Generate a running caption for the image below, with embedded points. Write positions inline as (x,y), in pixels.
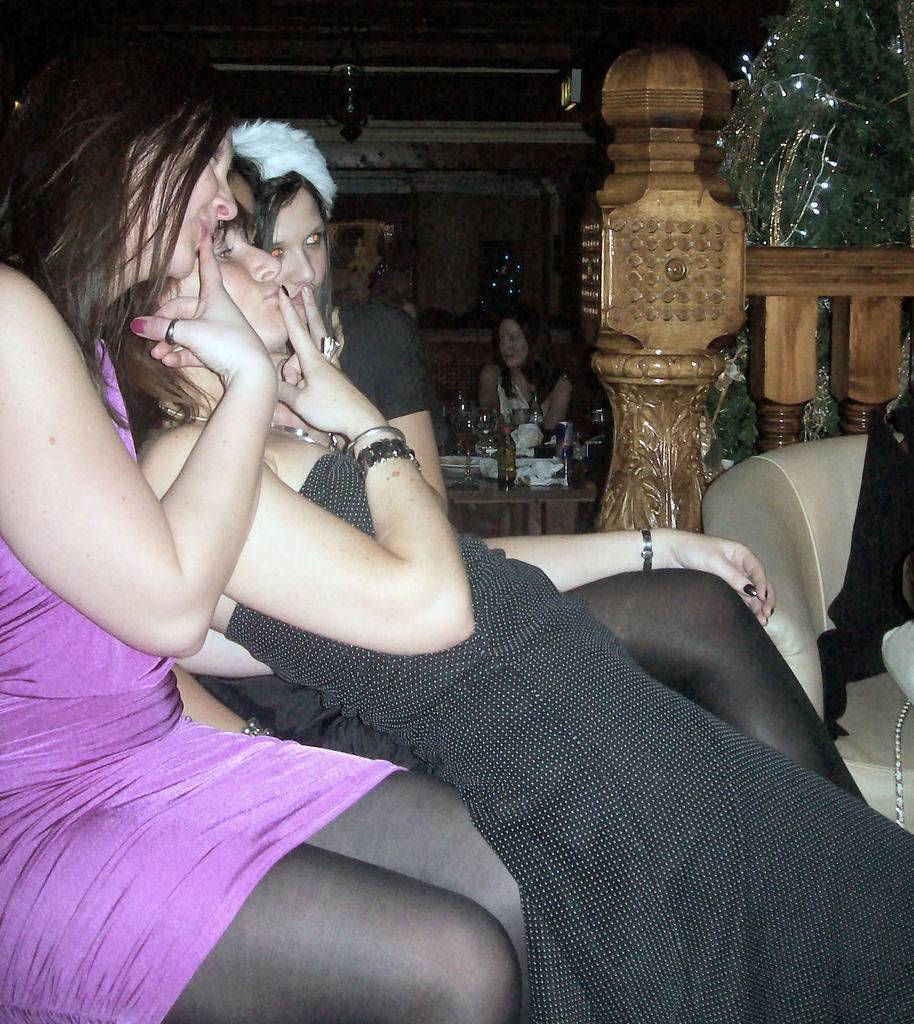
In this image I can see three women (426,564) wearing black and pink colored dresses (308,667) are sitting on a couch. In the background (629,411) I can see another couch (829,559), few persons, a table (532,528) with few objects (532,406) on it, the brown colored wooden object (617,513), a christmas tree (750,245) with few lights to it and few other objects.
